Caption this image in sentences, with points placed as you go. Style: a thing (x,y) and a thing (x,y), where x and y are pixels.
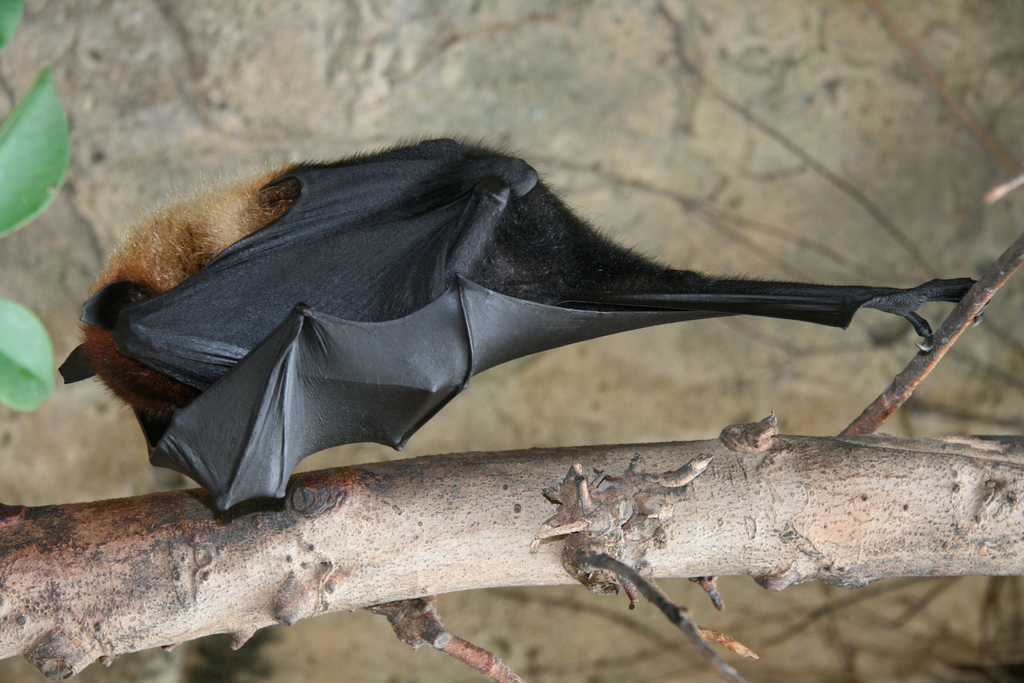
This is a zoomed picture. In the center (613,253) there is a bat (243,389) seems to be hanging from the branch (448,542) of a tree (693,542). In the background (165,108) we can see the leaves (54,111) and an object (379,85) seems to be the wall (48,33).
